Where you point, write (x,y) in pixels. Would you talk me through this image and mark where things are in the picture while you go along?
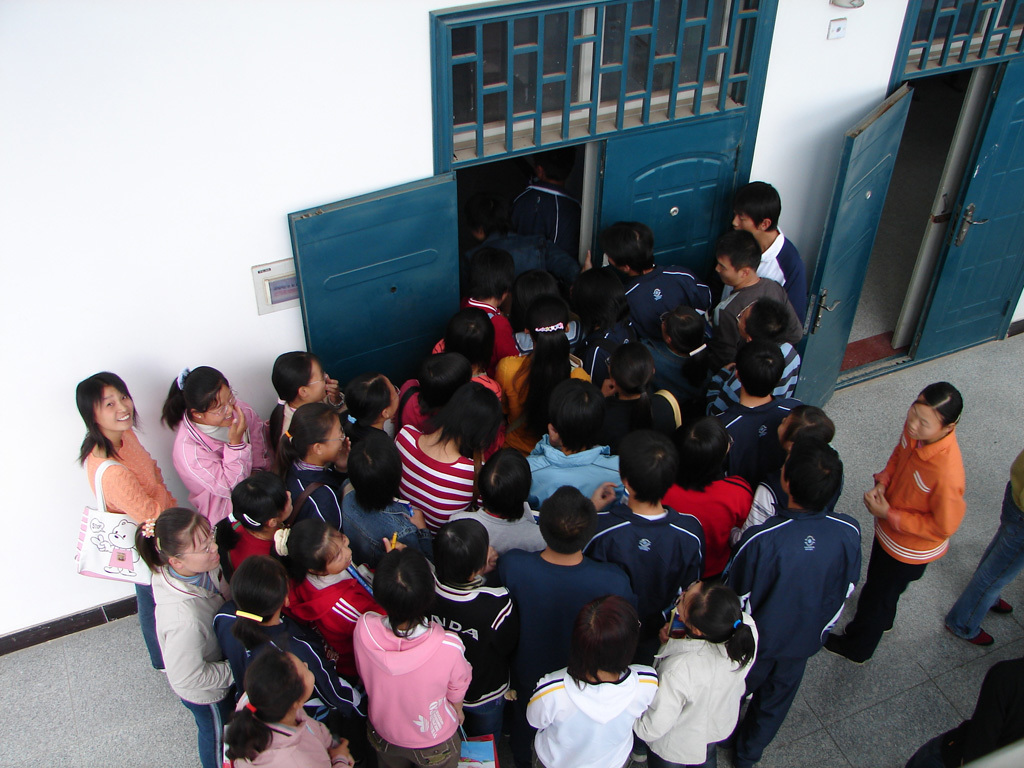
In this image we can see people (751,498) standing. There is a door (340,311). There is wall (284,157). At the bottom of the image (92,675) there is floor (85,693). To the right side of the image (870,192) there is a door (847,321).
